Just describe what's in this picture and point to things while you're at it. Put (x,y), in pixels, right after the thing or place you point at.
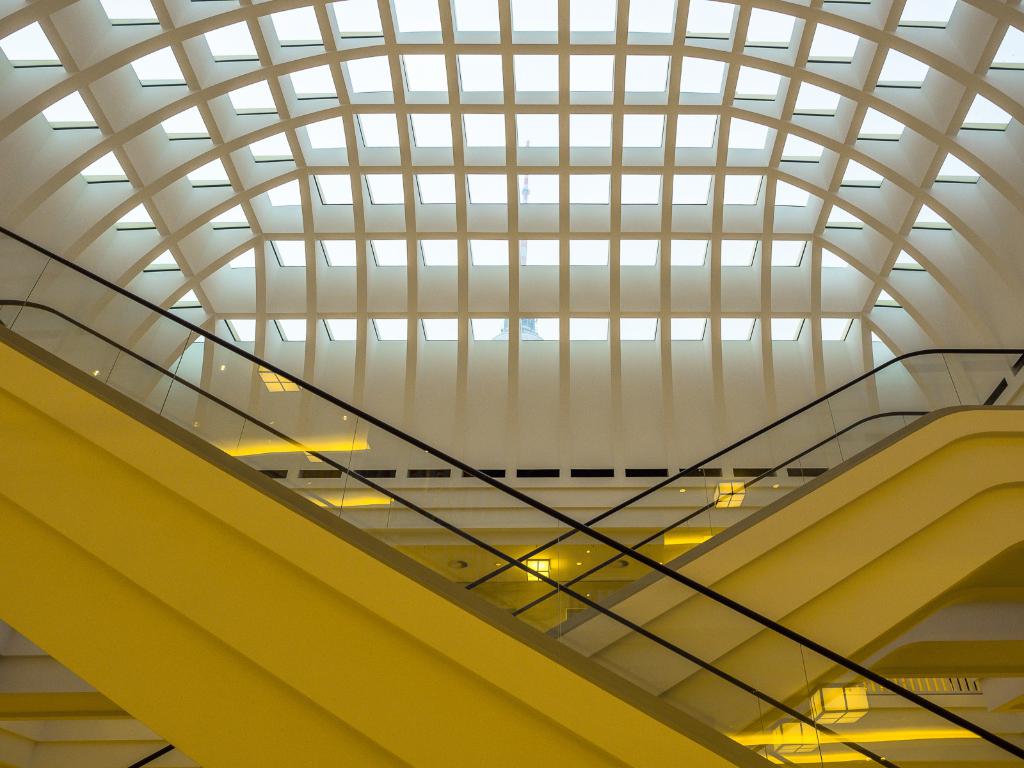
This image is taken inside the building (513,433). In the center (525,468) there are staircases (553,627) and there is wall (518,476).
